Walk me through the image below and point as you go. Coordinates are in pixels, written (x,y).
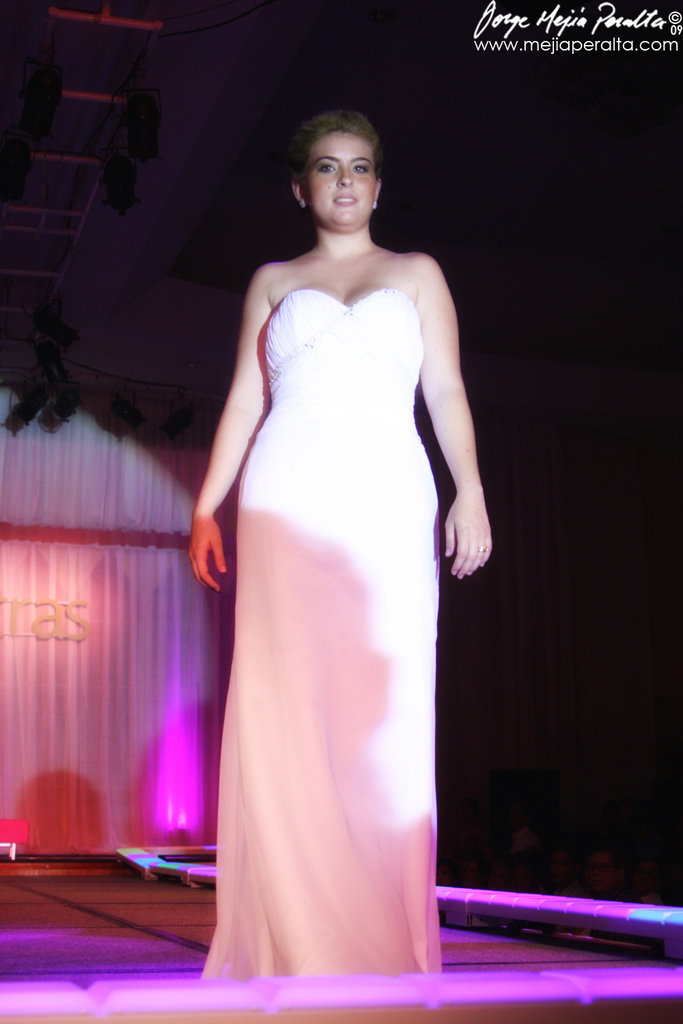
In the picture we can see a woman (476,556) standing on the stage (11,877), she is with a white dress (280,685) and behind her we can see a curtain (79,671) which is white in color with a pink color light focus on it.
